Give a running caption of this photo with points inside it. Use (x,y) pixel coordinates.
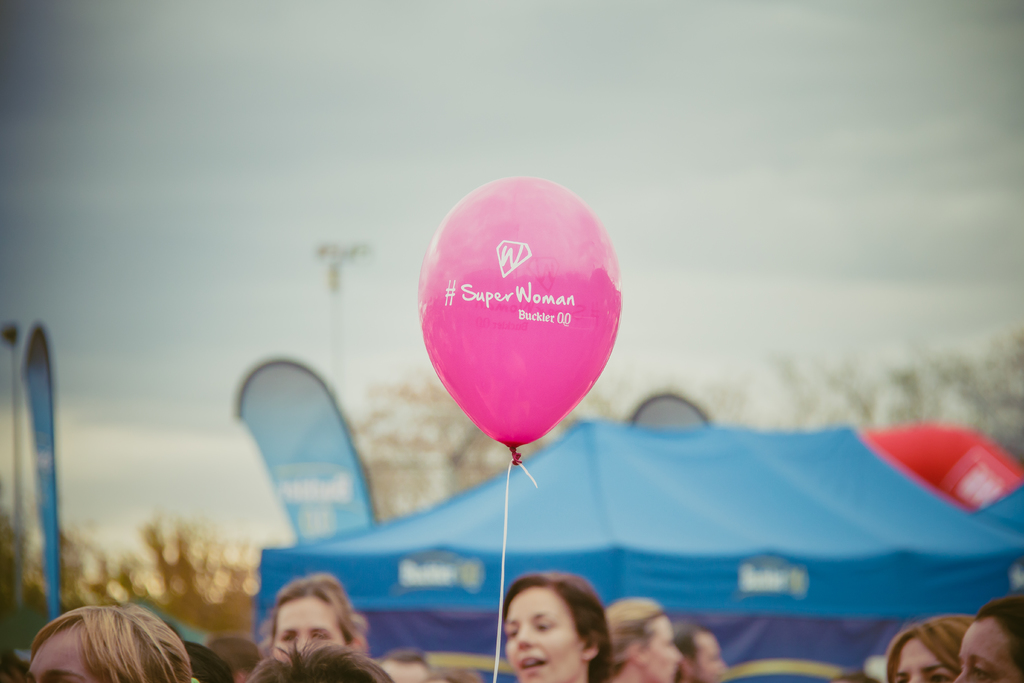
Here we can see few persons (452,682), balloon (580,236), tent (818,477), banners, and trees (405,454). In the background (697,394) there is sky (387,167).
